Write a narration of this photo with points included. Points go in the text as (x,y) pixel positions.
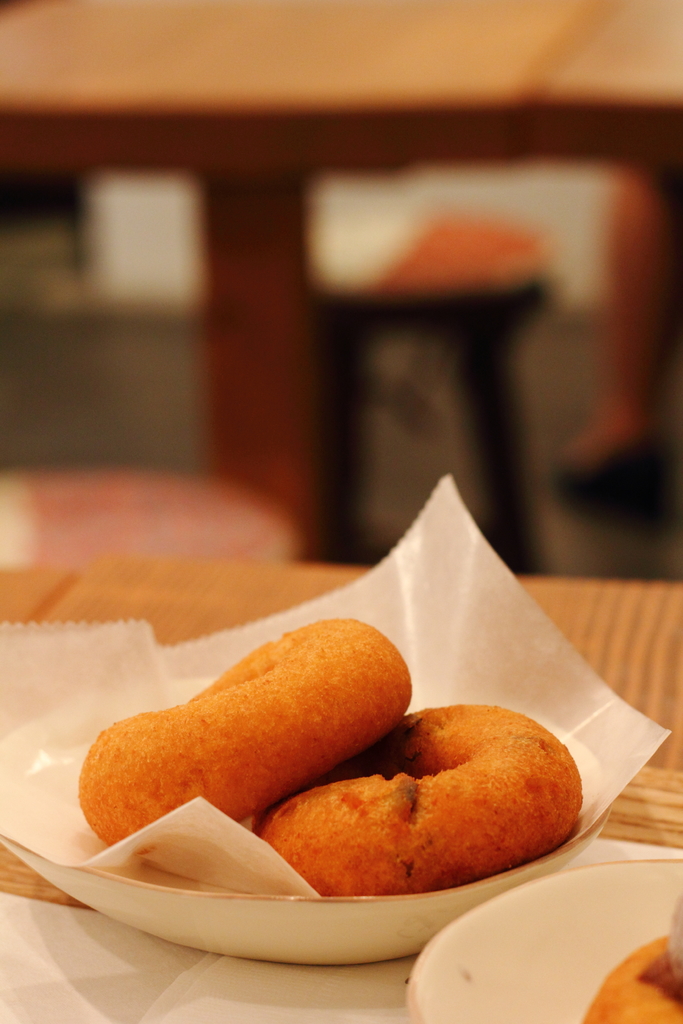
In this image, we can see some food items (336,754) and papers (482,643) on plates (481,888). We can also see the blurred background (488,11).
